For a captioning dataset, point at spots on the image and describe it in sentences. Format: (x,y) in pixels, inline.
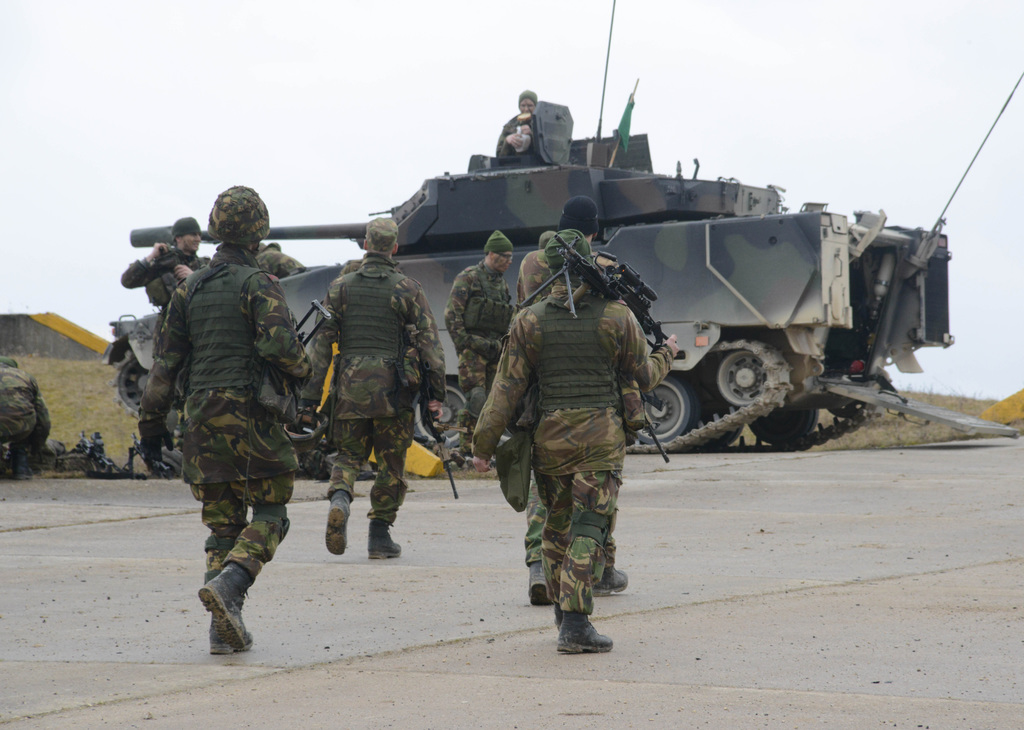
This picture is clicked outside. In the foreground (593,324) we can see the group of people (356,306) wearing uniforms (613,314), holding the weapons (628,281) and walking on the ground (713,542). In the center (504,293) we can see a person (526,102) seems to be on the tank (485,186) and we can see the group of people (279,256) holding some objects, wearing uniforms (491,294) and standing on the ground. On the left (17,388) there is a person (17,398) squatting on the ground (14,483) and there are some objects (79,451) lying on the ground (939,455). In the background (30,180) we can see the sky (120,312), grass (98,377) and some other items (1000,405).
